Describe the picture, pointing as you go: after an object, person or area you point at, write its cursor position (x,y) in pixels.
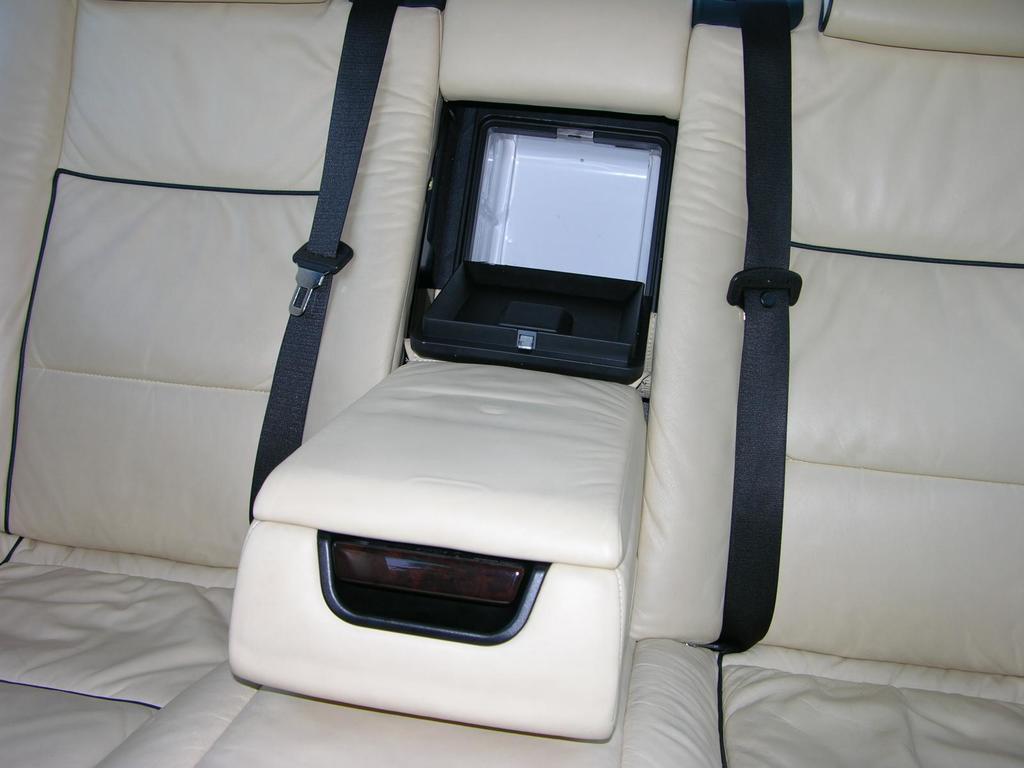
In this image we can see an inside view of a car (460,221).
